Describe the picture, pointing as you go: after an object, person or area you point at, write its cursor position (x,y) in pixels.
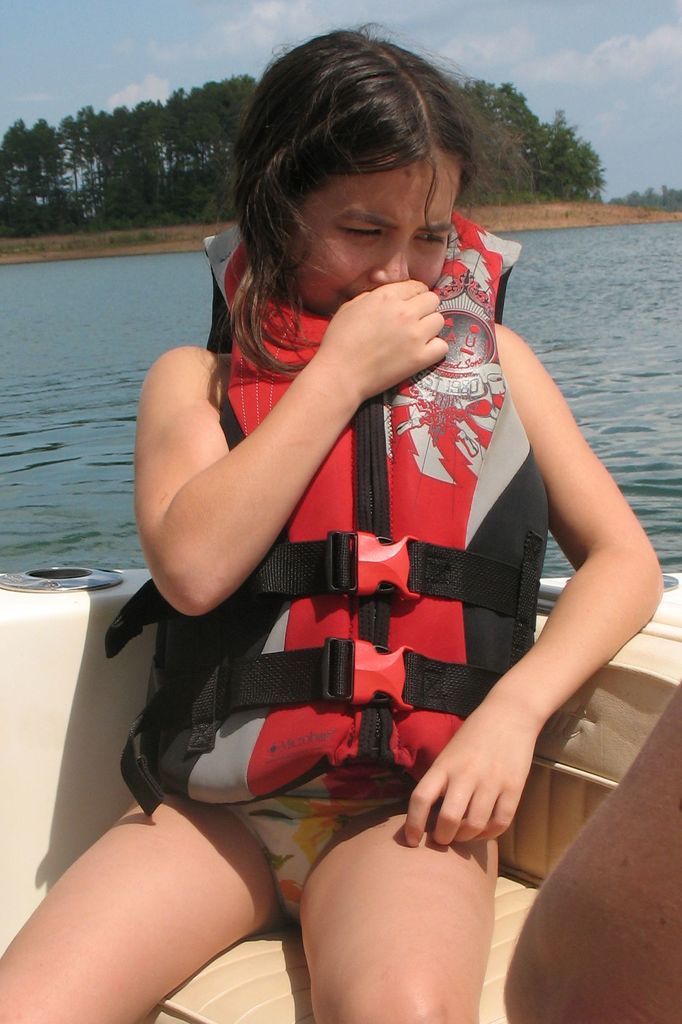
In this image in the front (534,734) there is a girl (315,723) sitting on the boat (63,681) and frowning. In the background (568,302) there is water (530,289), there are trees (527,146) and the sky (648,51) is cloudy.
